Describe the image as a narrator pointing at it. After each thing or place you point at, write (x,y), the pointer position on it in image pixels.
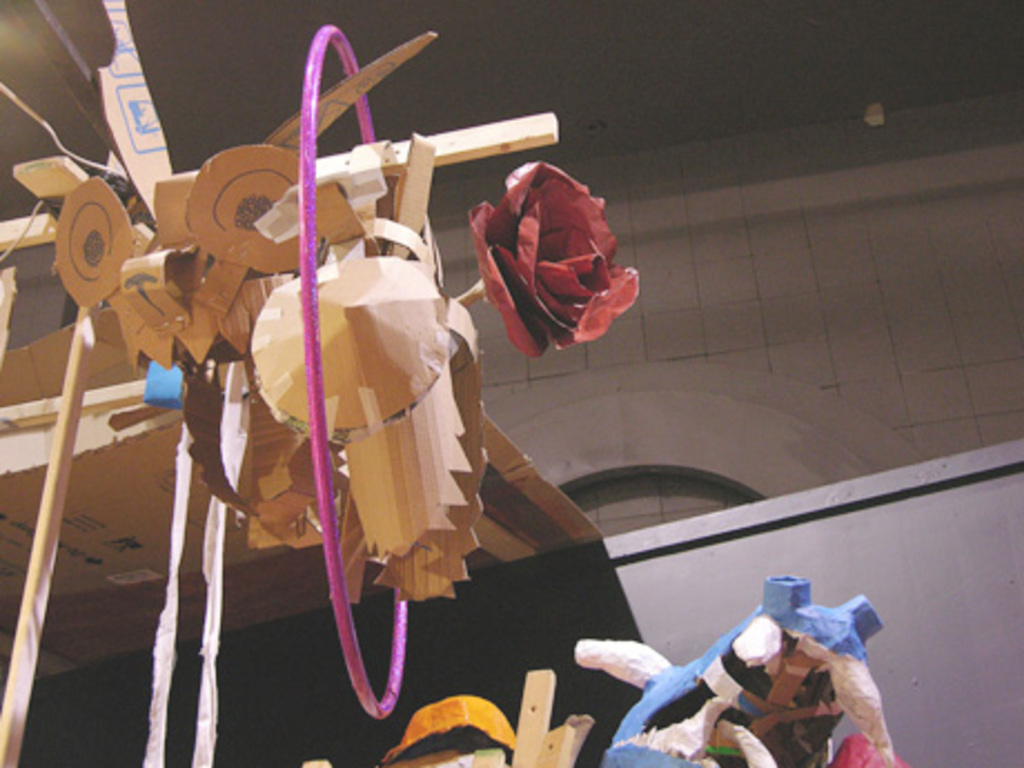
In this image we can see toys (601,666) made with wood (436,463). In the background (690,394) there is a wall (707,381).
